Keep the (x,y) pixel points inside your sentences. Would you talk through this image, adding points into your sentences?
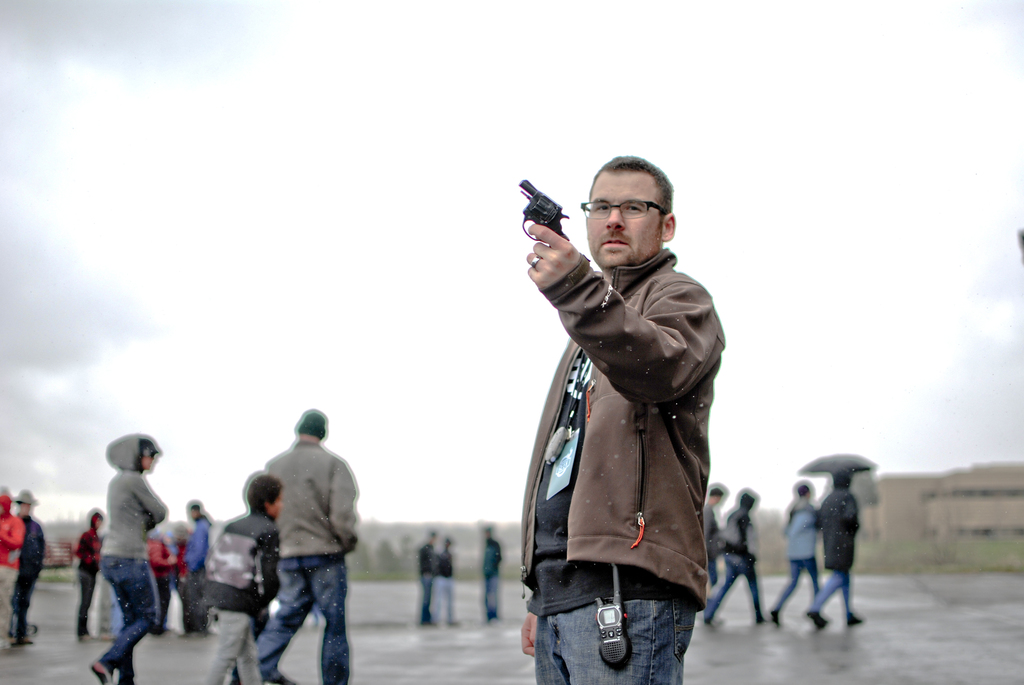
In the picture I can see people (348,507) among them some are walking and some are standing on the ground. The man (605,515) in front of the image is holding a gun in the hand (558,251). In the background (342,144) I can see the sky (327,236). The background of the image (400,421) is blurred.
